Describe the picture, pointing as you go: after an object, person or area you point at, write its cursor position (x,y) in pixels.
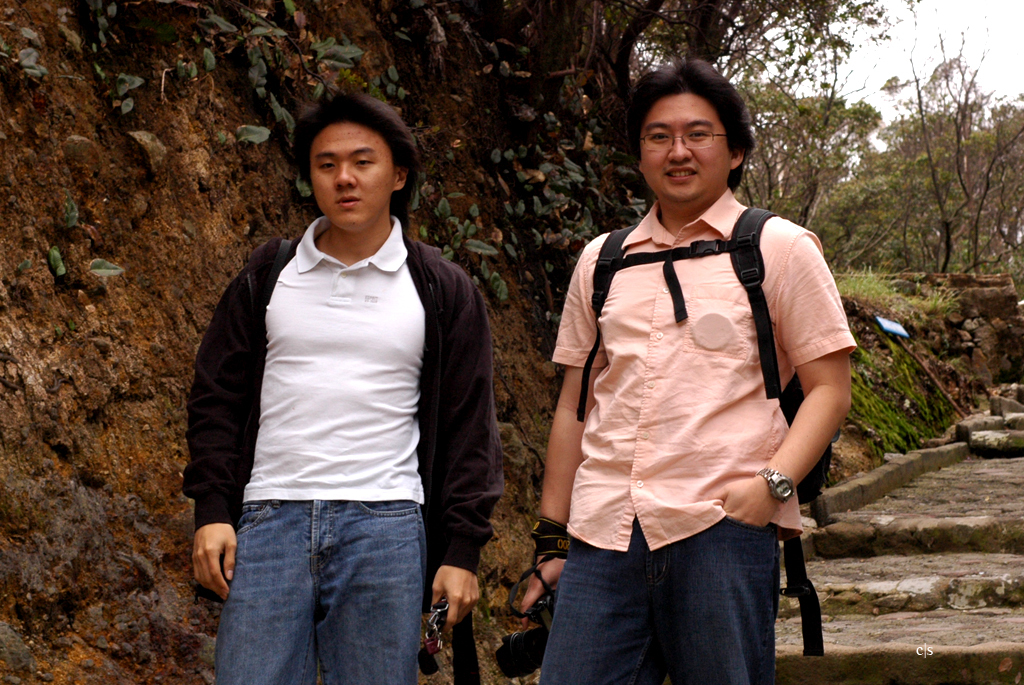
In the center of the image (451,330) we can see two persons (634,410) are standing and one of them is smiling, which we can see on his face (653,182). And they are holding some objects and they are wearing backpacks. In the background (892,70) we can see the sky (856,93), trees (647,8), grass (853,402), one sign board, staircase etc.
